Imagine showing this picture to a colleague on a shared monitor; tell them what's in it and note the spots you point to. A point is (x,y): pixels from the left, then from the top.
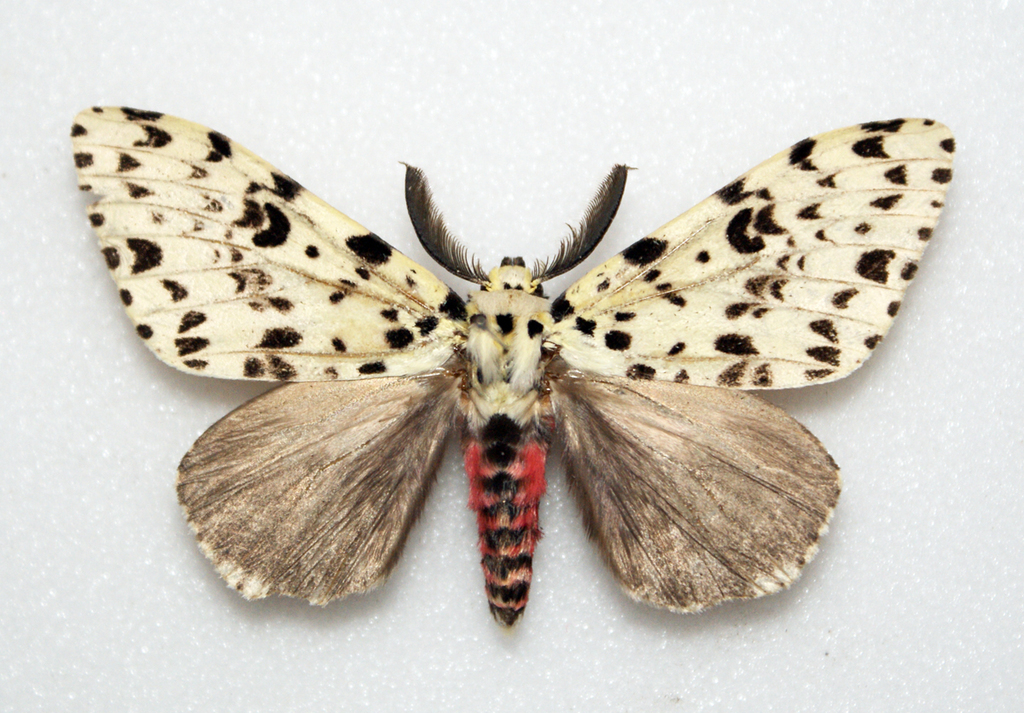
In this image we can see butterfly (559,356) which is in multi color like white, red, black.
